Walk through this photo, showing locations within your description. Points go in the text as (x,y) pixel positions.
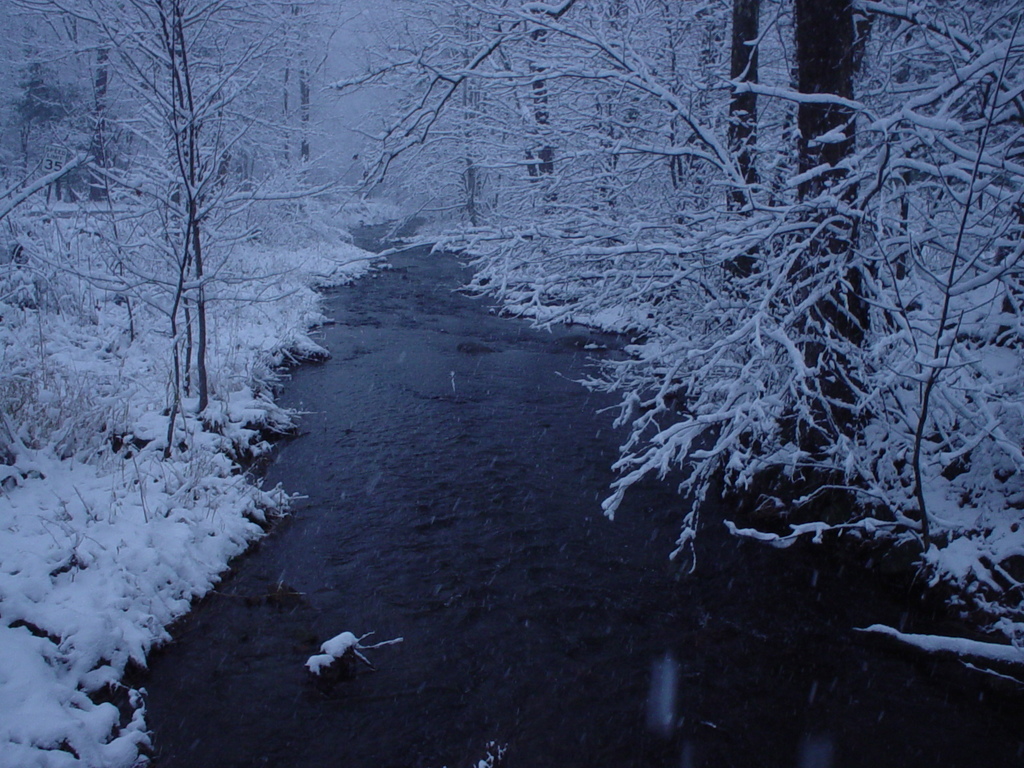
In the foreground of this image (510,617), there is a river (372,466) and on either side there is snow (708,277) and the trees (242,210).
